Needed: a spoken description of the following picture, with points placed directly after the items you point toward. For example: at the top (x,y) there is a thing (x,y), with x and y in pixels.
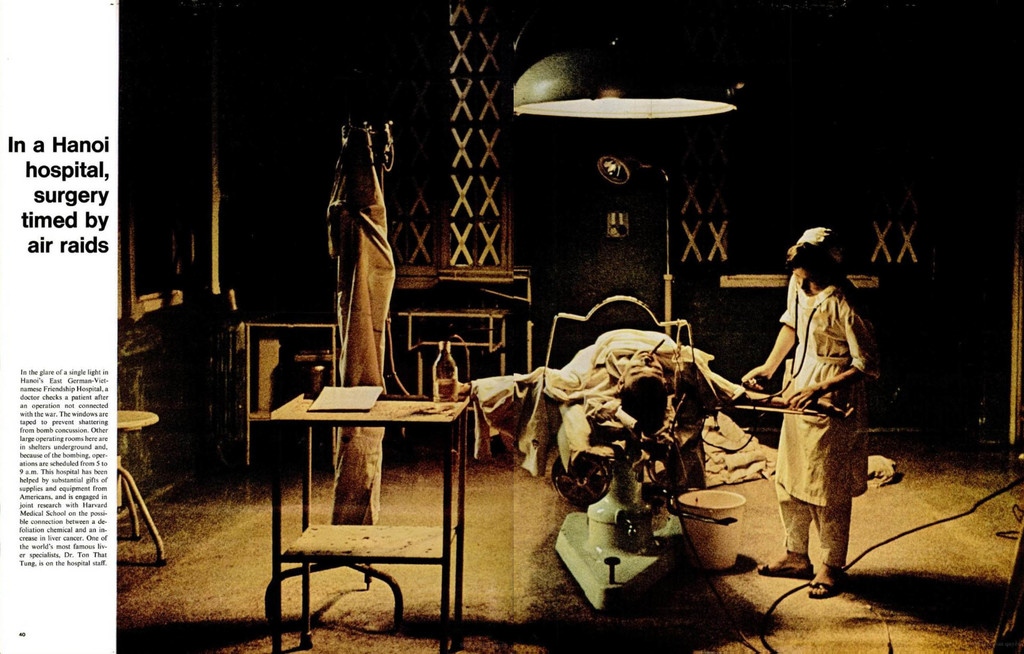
On the right side (845,311) a person (839,455) is giving treatment to this person (664,357) in the middle (648,360). This person (777,342) wore white color dress (822,356), at the top (622,105) it is the light (622,105).
